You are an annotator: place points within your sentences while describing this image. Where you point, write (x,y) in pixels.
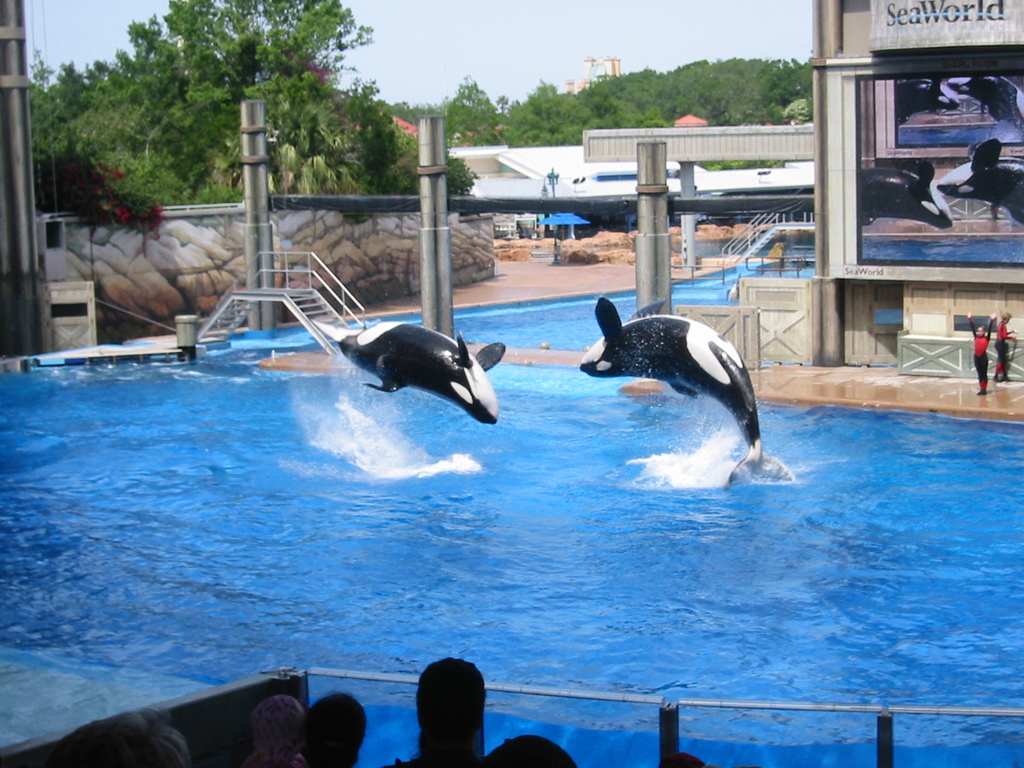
In this image at the bottom (374,718) we can see few persons heads (347,762), fence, water (513,519), two dolphins (439,349) in the air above the water (468,445), poles (438,260), steps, boards (927,186) on the wall (919,332), two persons (985,351) are standing on the platform (928,396), trees (463,169) and sky (414,78).
